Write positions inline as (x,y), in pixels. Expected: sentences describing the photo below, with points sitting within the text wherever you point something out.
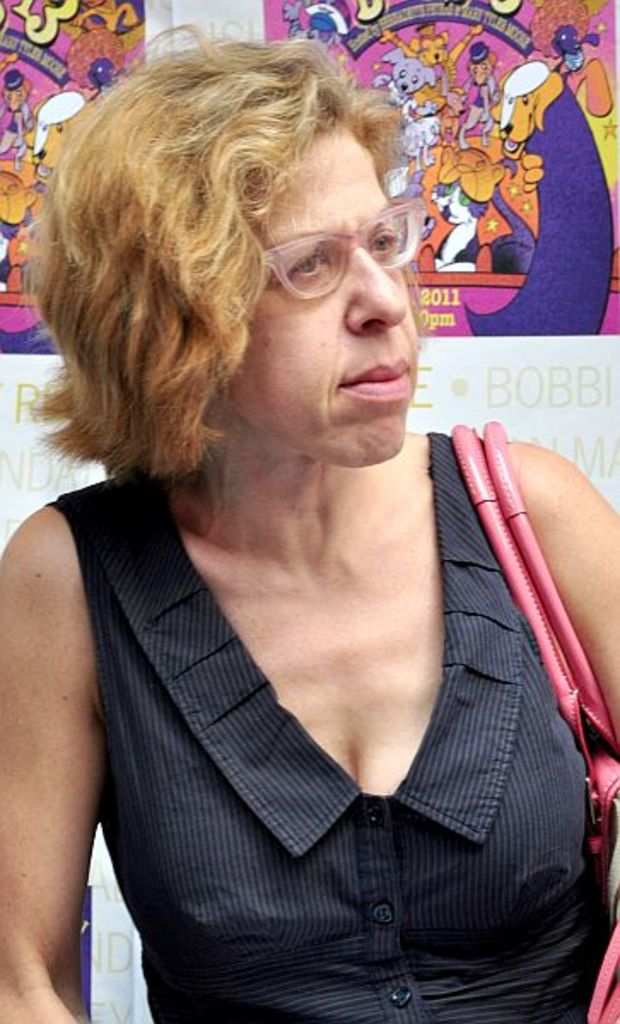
In this image I can see a woman (206,892) wearing a black dress (471,889), spectacles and carrying a bag (462,456). There is a cartoon background (498,123).
